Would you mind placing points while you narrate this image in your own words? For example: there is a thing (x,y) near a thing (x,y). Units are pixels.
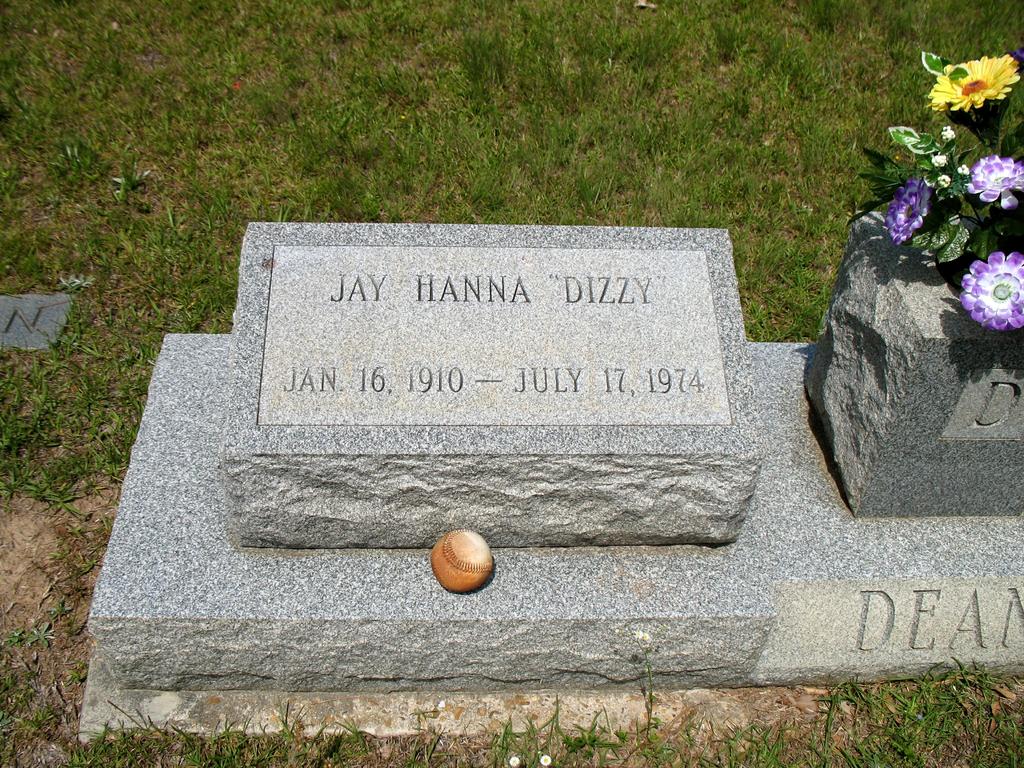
In this picture there is a tombstone (812,653) and there is a ball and there are artificial flowers (981,188) on the tombstone (977,547). At the bottom (974,728) there is grass (974,728).
